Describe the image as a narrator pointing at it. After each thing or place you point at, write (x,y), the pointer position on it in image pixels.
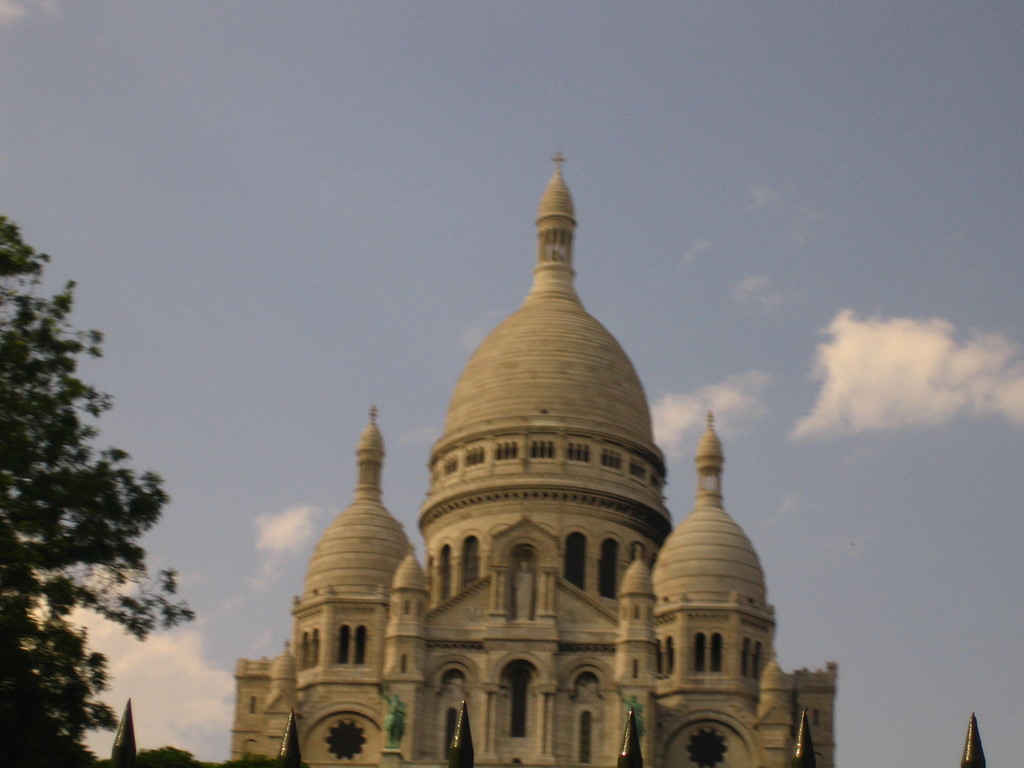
In this image we can see a building (299,674). On the left side (105,595), we can see a tree (57,375). Behind the building (246,754) we can see the sky (348,315). At the bottom (298,767) we can see few objects (132,726).
